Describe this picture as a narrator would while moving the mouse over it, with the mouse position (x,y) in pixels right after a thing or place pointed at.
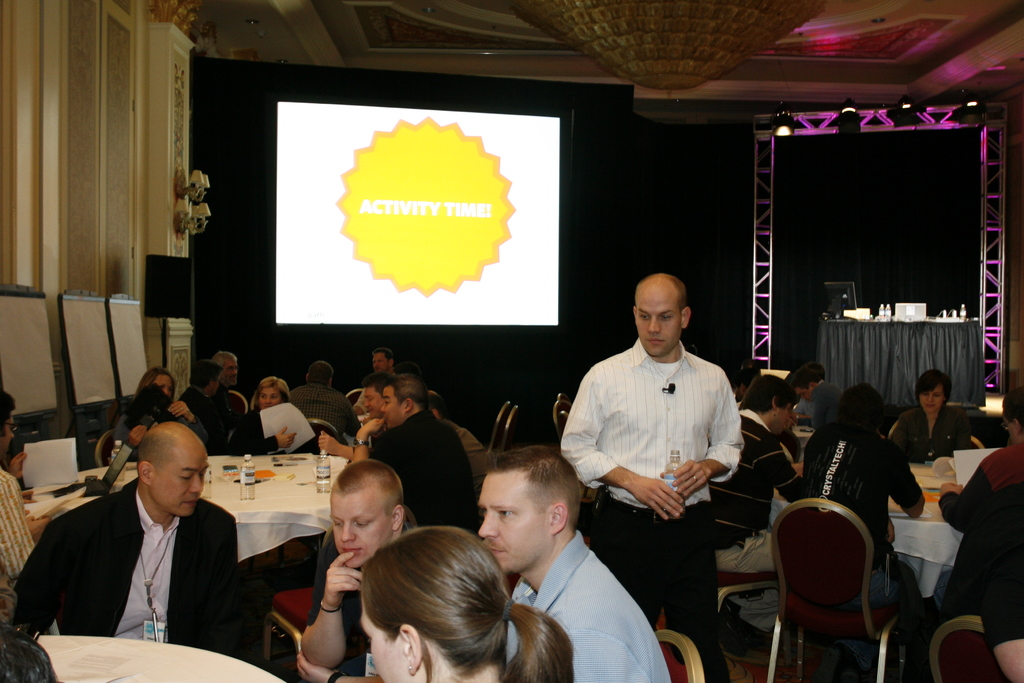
In this pictures, There are table (229,492) in white color and there are some people (593,588) sitting on the chairs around the table (298,528) and in the right side (710,539) there is a man (679,499) standing and he is holding a bottle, in the background (323,171) there is a white color screen (443,215).
